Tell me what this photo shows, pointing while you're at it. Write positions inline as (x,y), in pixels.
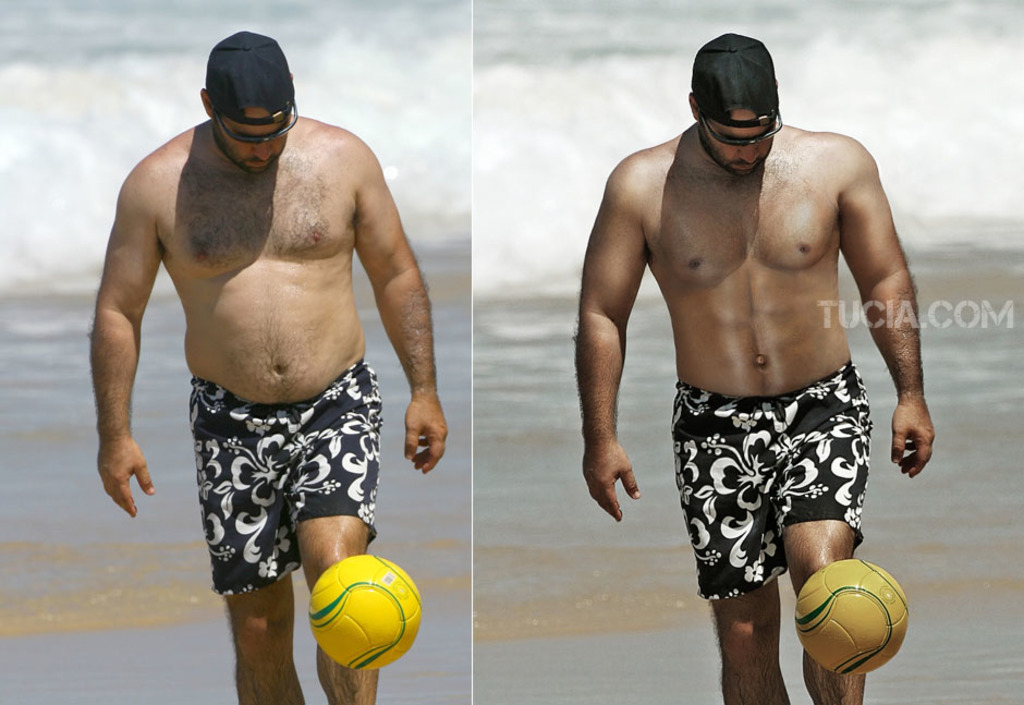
This picture is a collage of two photos of a same person (223,165) in a beach (407,556), wearing a short (321,478), playing with a ball (368,624). He is wearing a cap (251,90) and spectacles (267,141).
